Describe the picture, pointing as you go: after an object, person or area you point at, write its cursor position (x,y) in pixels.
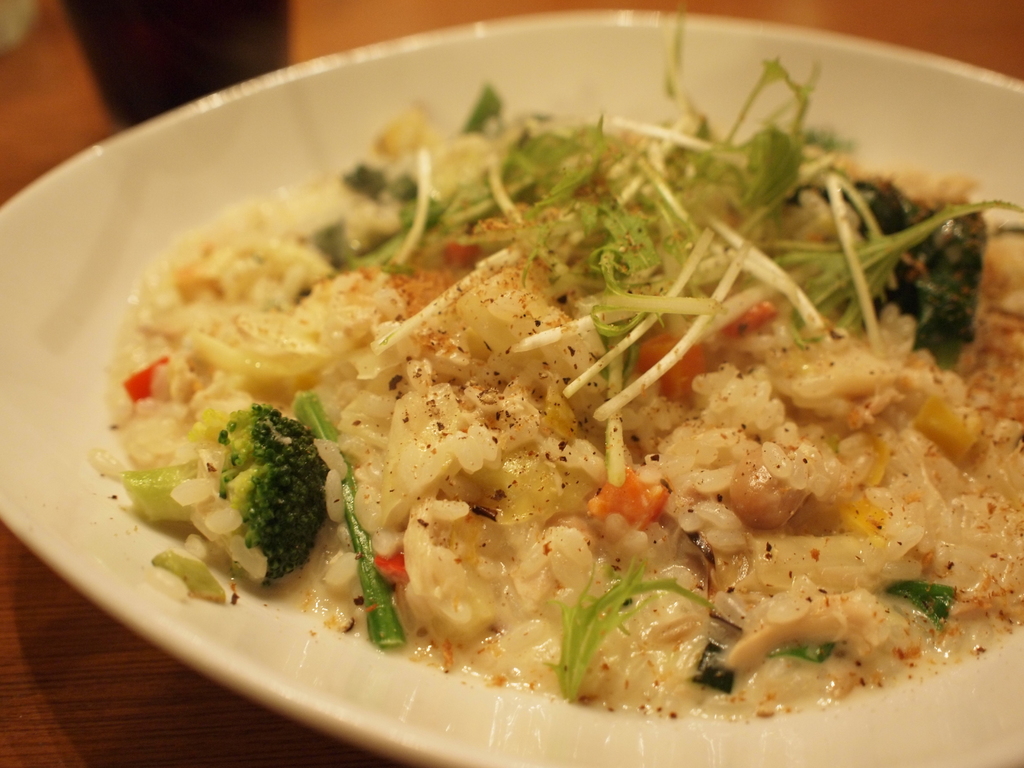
In the foreground of the picture (797,416) there is food (455,235) served in a plate (40,209). At the bottom (99,696) it is table (45,159).
